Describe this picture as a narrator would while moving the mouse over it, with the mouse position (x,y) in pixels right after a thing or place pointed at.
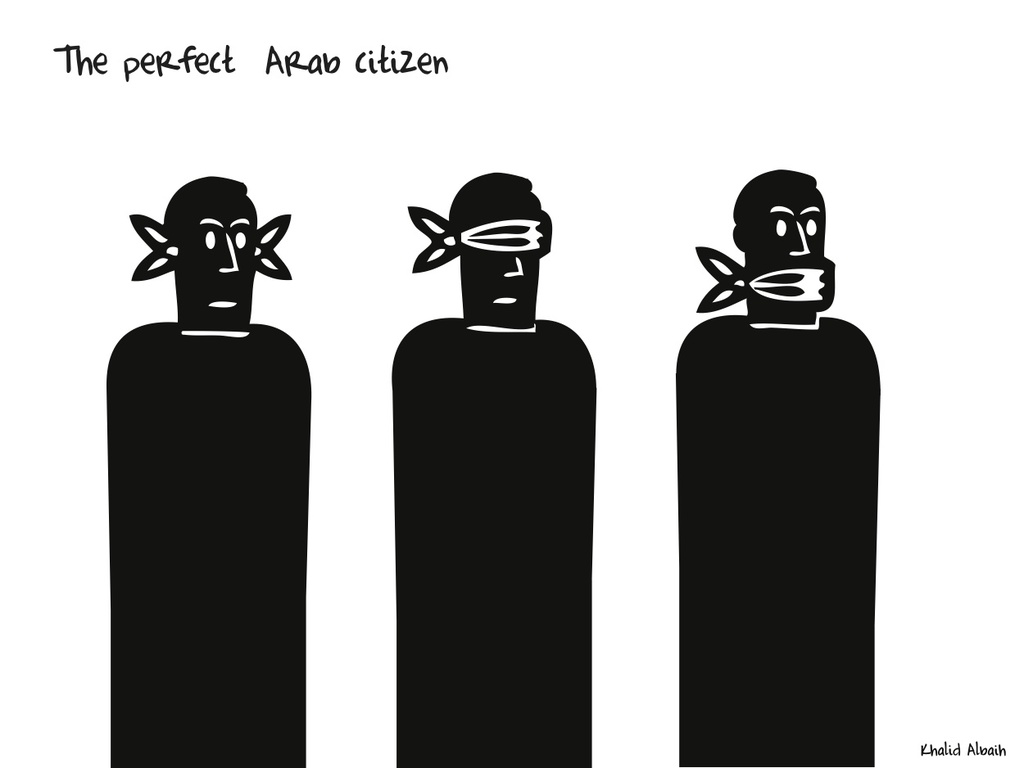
In this image we can see three drawing (731,402) which are in black color. On the top of the image (221,66) some text (283,63) is written.
